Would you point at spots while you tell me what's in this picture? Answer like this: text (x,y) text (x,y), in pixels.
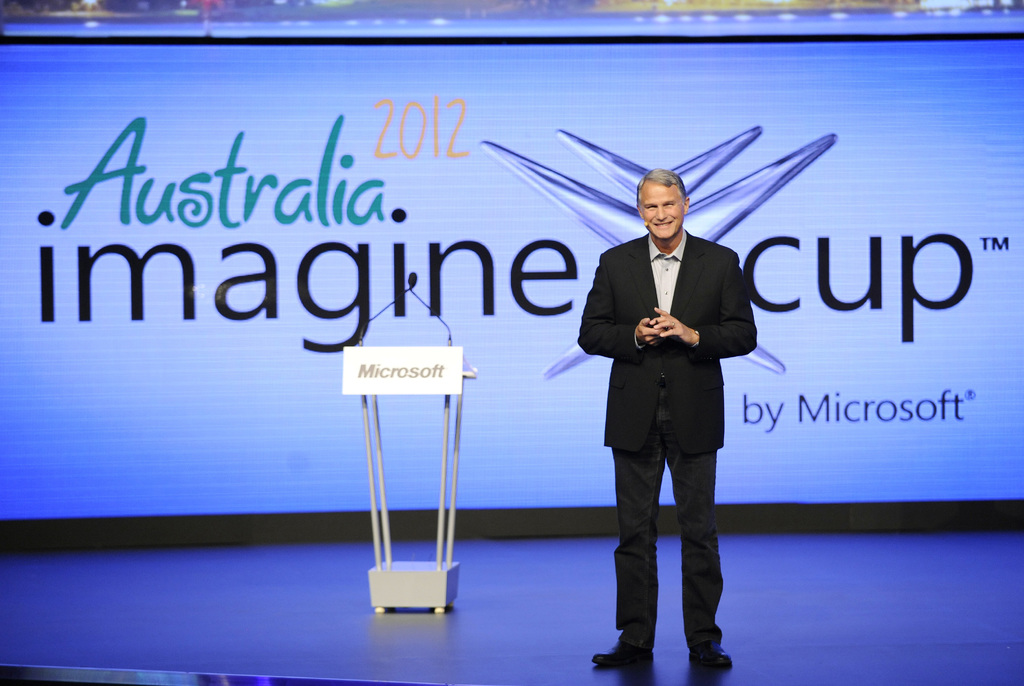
In this image I can see a person (653,433) standing on the stage (471,650). I can see a podium (414,373) with a mike (381,309). In the background (412,239), I can see some text (435,292) written on the wall (259,255).
